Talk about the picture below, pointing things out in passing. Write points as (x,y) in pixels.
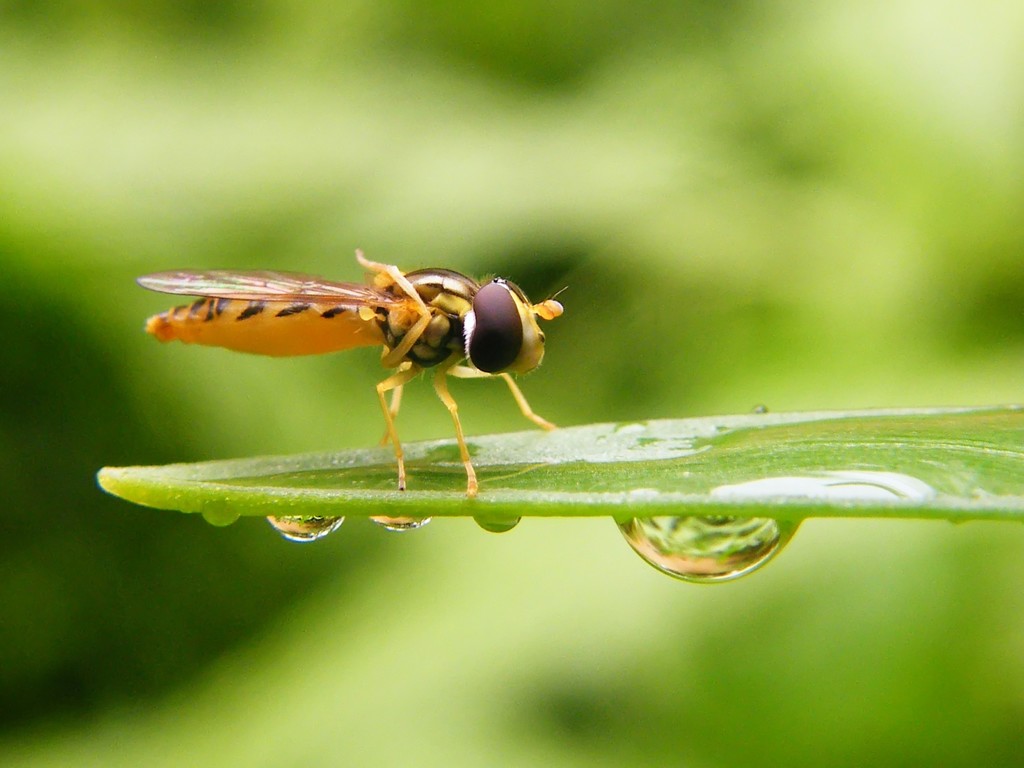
On this green leaf (586,488) there are water droplets (741,558) and an insect (461,306). Background (321,554) it is blur.
